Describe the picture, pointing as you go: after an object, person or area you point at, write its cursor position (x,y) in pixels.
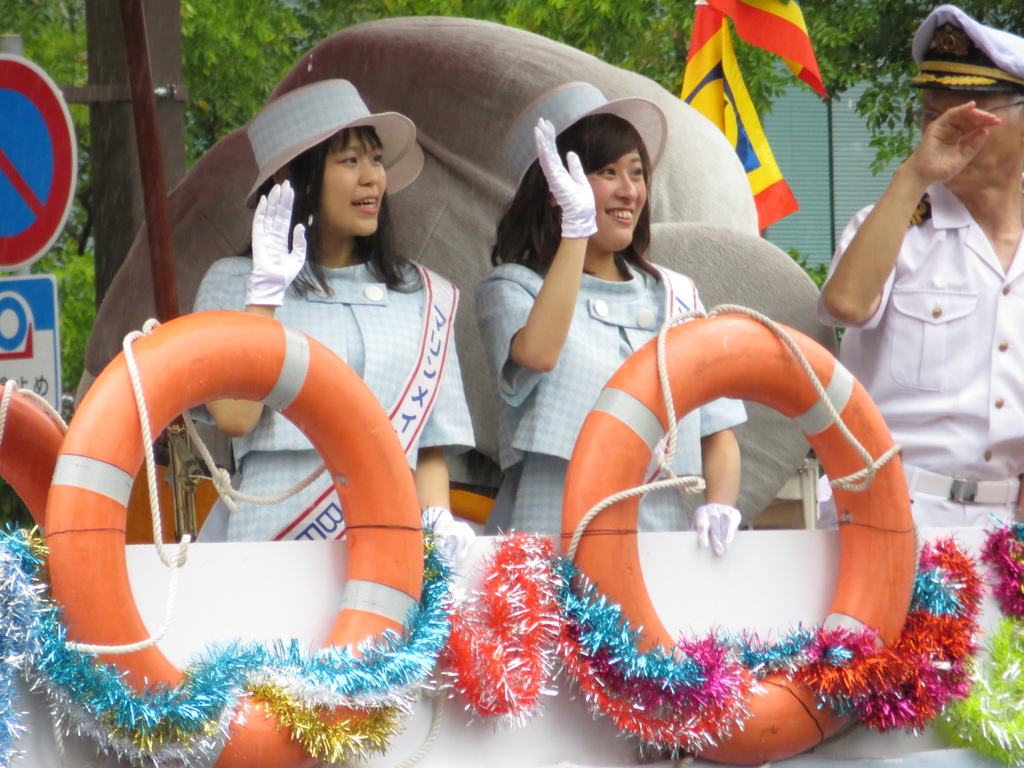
In this image I can see three people (437,357) with white and blue color dresses (566,342). I can see one person (933,96) with the cap (947,69) and two people (302,111) with the hats (255,132). In-front of these people (250,489) there are orange color tubes (395,455) and I can see the decorative items (457,649) and ropes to it. In the back (215,118) there are boards (39,114), flags (720,43) and also trees (58,26) can be seen.
